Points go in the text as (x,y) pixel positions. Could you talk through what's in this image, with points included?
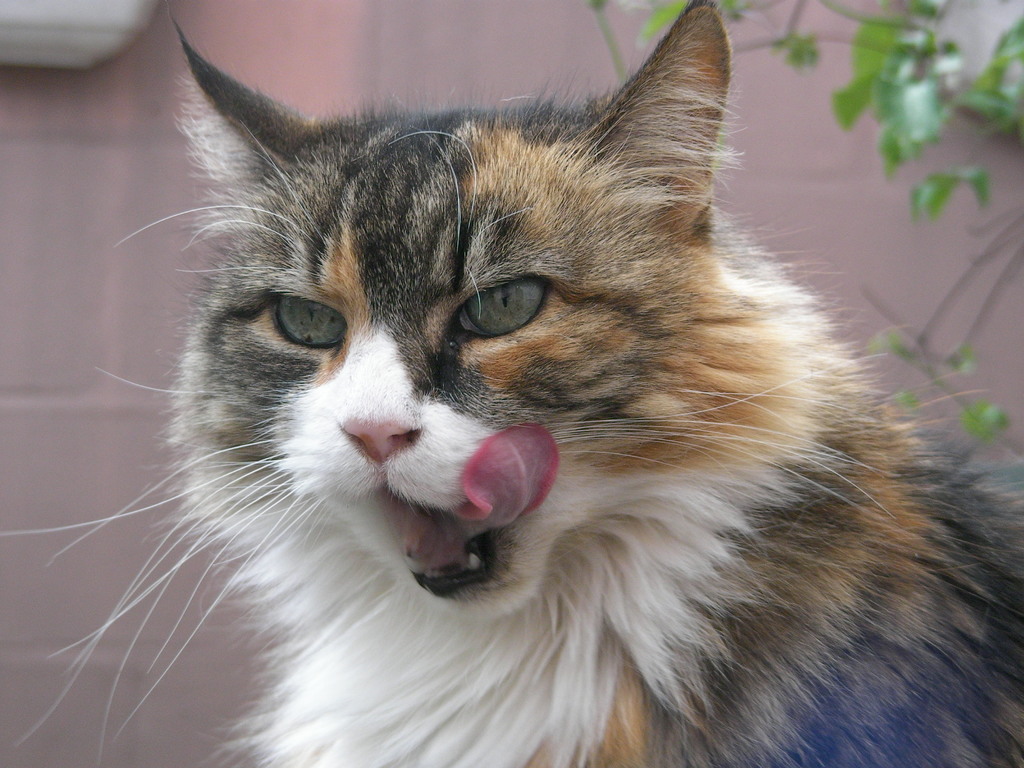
In this image we can see one cat (676,422) with whiskers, one wall (953,96) in the background (15,170), some leaves (1014,36) with stems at the top right side of the image (877,22), two objects (991,35) attached to the wall (79,719) on the top left (111,28) and right side (1007,15) corner of the image.
